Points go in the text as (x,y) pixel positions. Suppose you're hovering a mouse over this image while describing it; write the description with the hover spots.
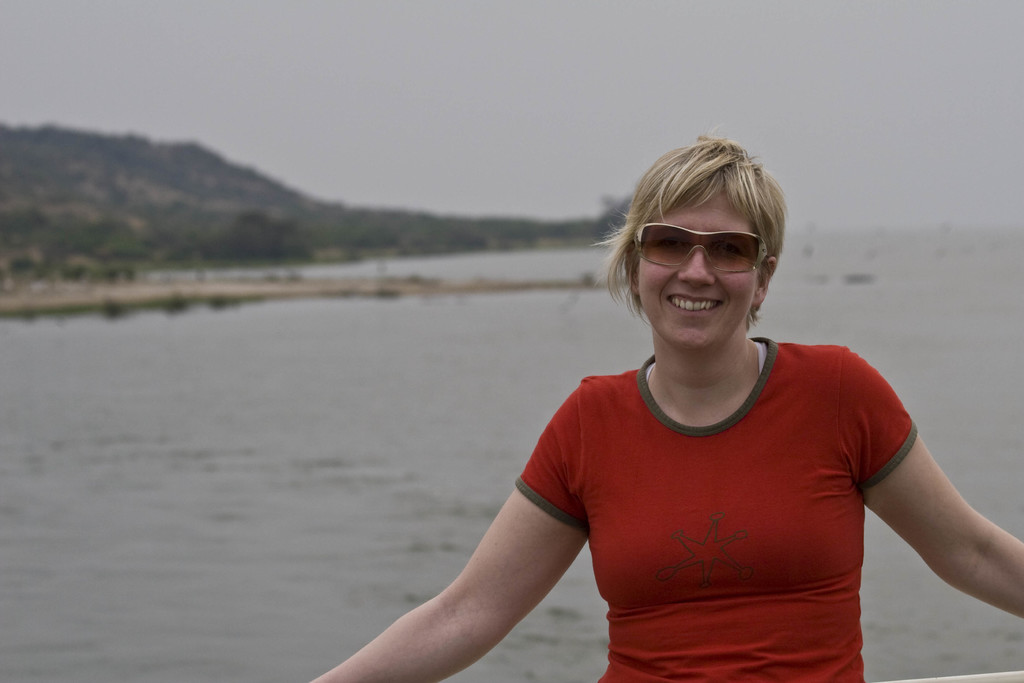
In this image we can see a woman (643,488) standing. On the backside (419,455) we can see a large water body (421,418), a group of trees (293,220), mountains (272,202) and the sky (529,173).
